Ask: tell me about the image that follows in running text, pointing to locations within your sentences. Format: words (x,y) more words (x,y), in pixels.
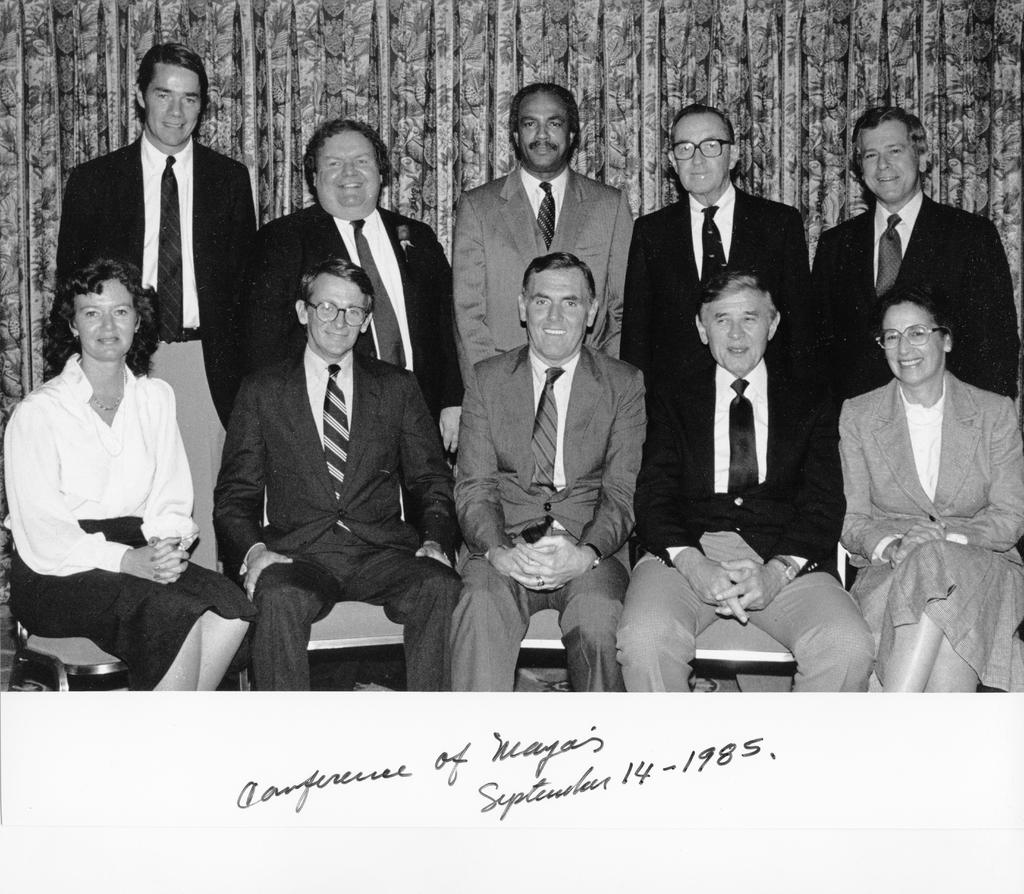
In this image, we can see some people (625,601) sitting on the chairs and there are some people (581,243) standing, in the background (643,75) we can see some curtains (538,75).
